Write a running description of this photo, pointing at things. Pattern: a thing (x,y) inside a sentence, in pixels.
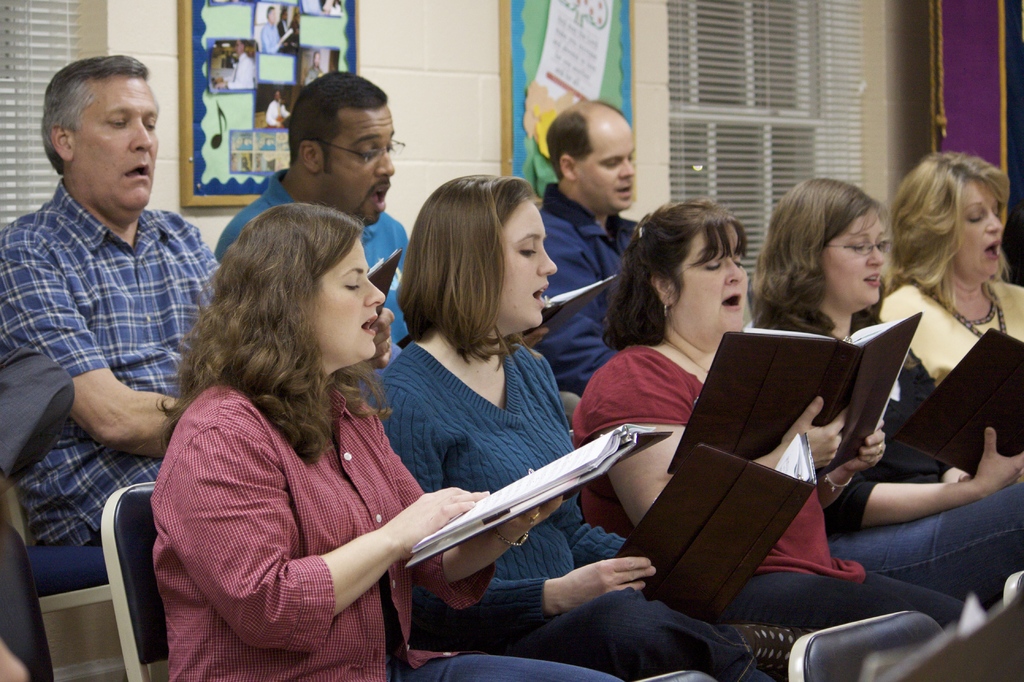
In this picture we can see a group of people (210,573) holding books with their hands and sitting on chairs (903,640) and two of them wore spectacle (345,151) and in the background (266,54) we can see frames (261,7) on the wall (410,77), windows (818,102) with curtains (788,102) and an object (974,10).
